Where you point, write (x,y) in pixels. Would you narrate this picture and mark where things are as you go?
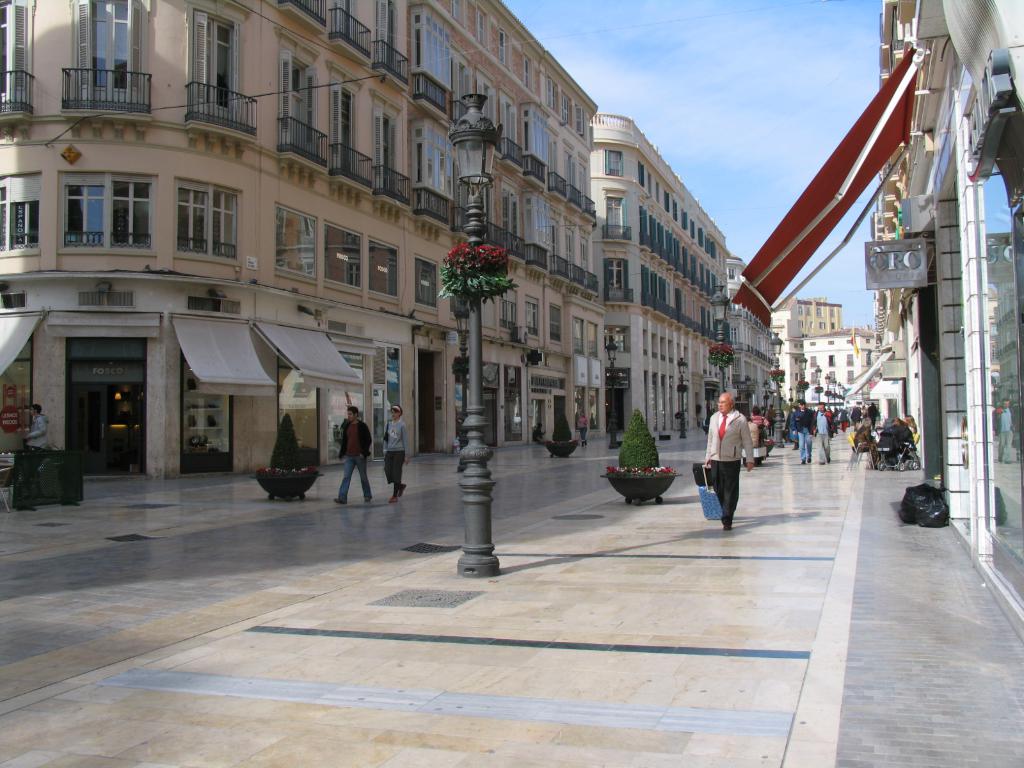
In the foreground of this image (608,593), there is a pole (488,511) on the side path (628,573) and few persons (758,441) walking on it. In the background (647,464), we can see plants (630,449), trees (632,419), shed (776,271), sky (706,86), and the cloud (767,103).
